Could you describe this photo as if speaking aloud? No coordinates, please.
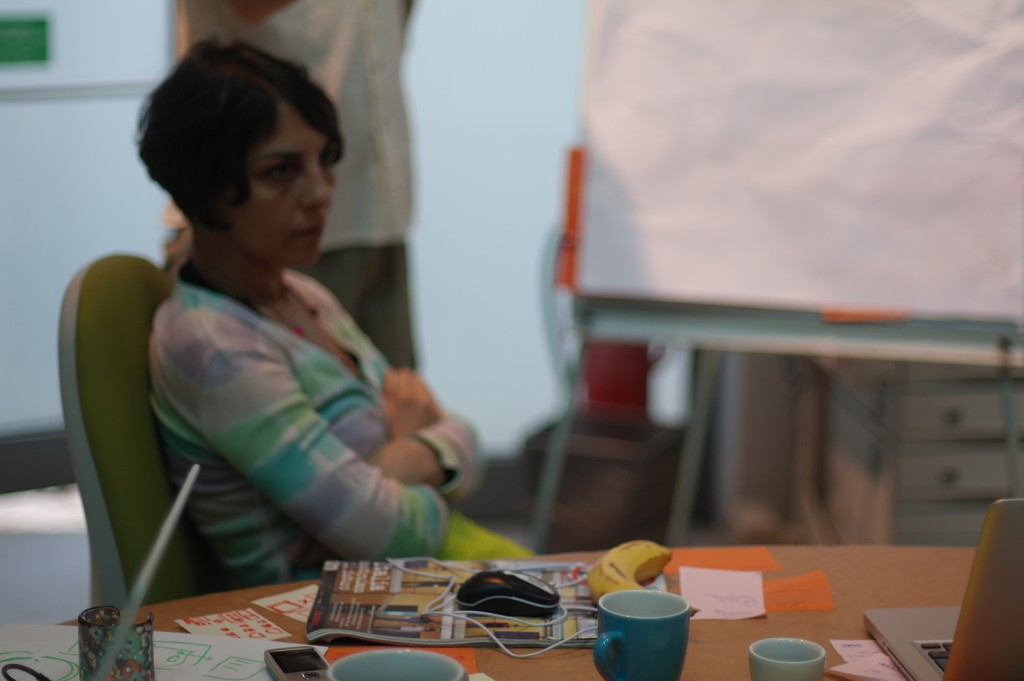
She is sitting on a chair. There is a table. There is a banana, mouse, glass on a table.
